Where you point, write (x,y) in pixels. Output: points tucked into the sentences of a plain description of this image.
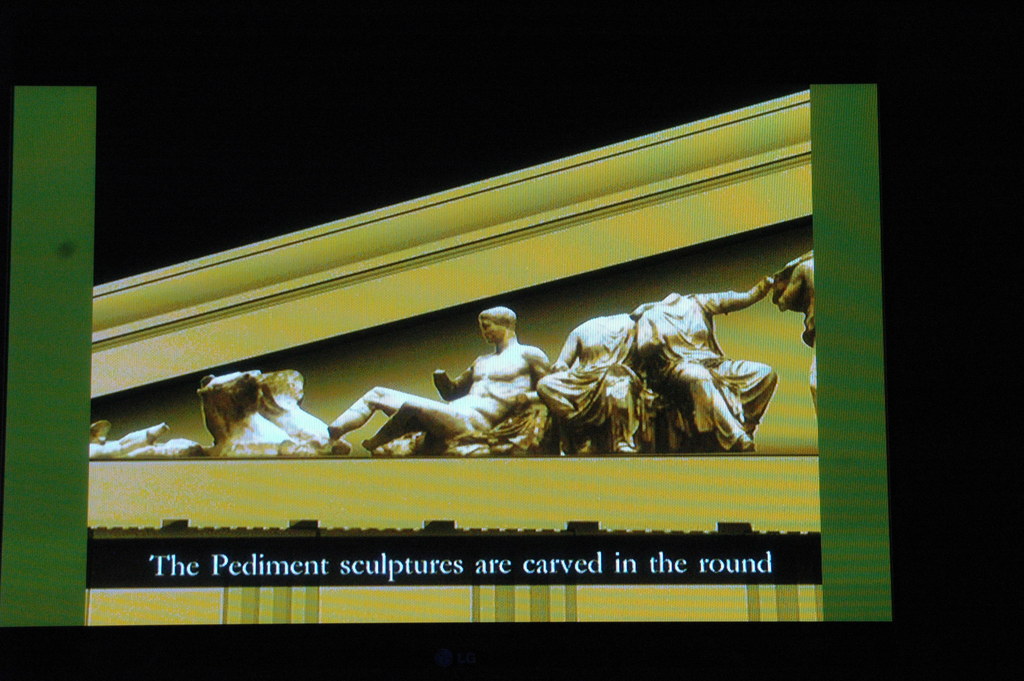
In this image it looks like a screen (827,262) with text (607,571) and image of sculptures (485,396).
